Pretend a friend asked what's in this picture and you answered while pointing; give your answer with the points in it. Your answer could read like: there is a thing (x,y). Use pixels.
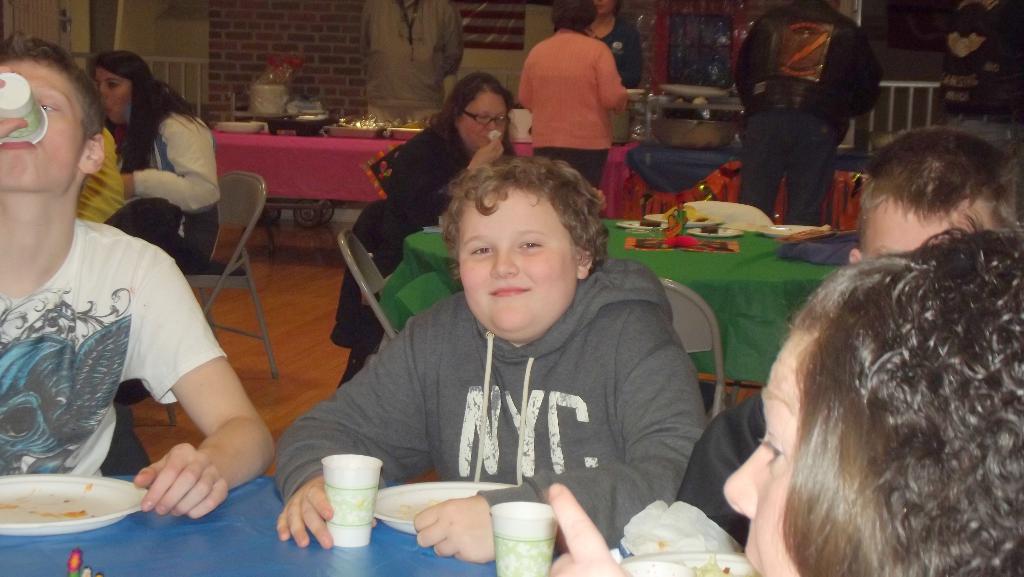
There are many people (105,232) sitting on chairs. There are tables (752,315). On a table (197,542) there is a plate (122,492) and a cup (372,497). On the background (817,74) there are some person (758,67) standing. There is a table (329,135) and some food item (371,125) kept on the table (311,148). And there is a wall (280,29) in the background (343,35).
